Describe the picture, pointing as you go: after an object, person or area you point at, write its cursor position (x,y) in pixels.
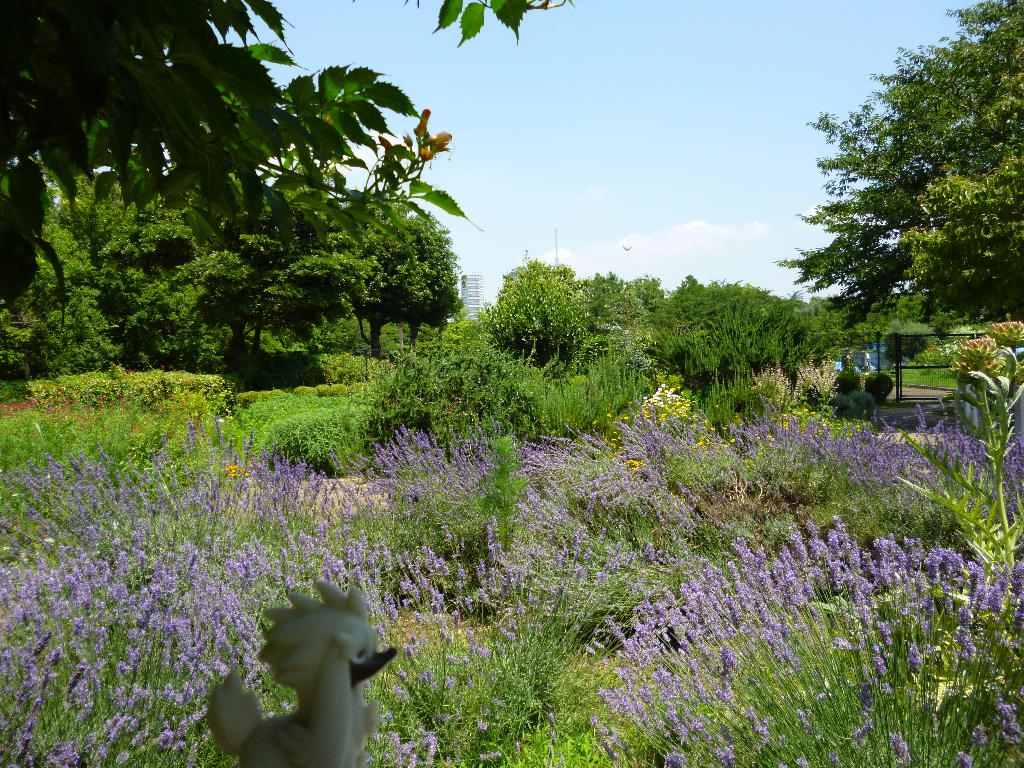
In this image there are trees (408,284). At the bottom (467,656) there is grass (406,730) and we can see flowers (275,496). In the background (608,194) there is sky (583,52).
